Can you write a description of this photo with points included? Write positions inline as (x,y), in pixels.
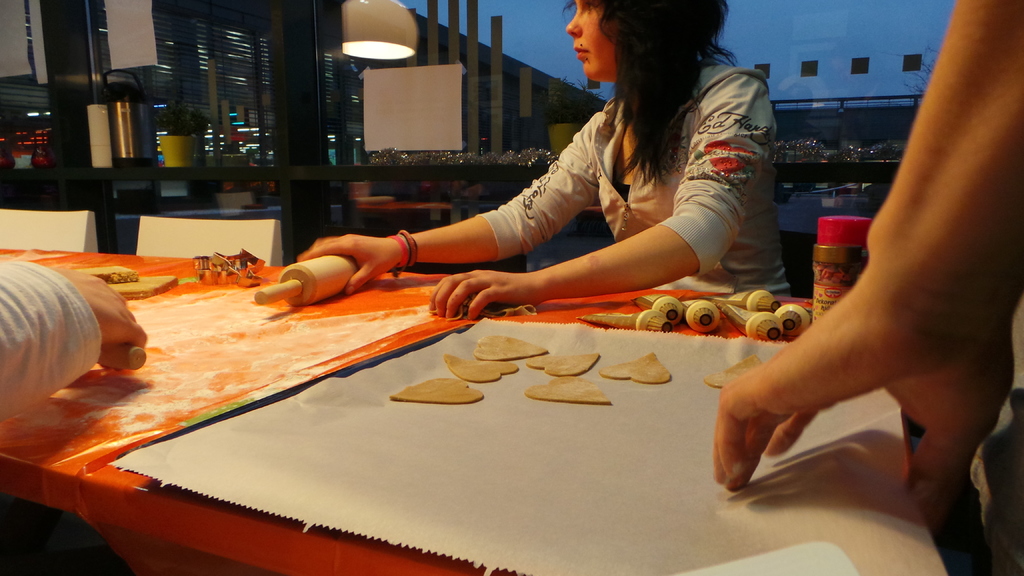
In this picture there is a woman (674,160) holding an object (330,266) in her hand (374,262). There is a bottle (842,253). There is a person (824,382) holding a sheet (457,468). There are wheat pieces (450,383). There is a person (104,330). There is a light (390,35), bottle (149,121), cap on the table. There is a building (880,102), tree (163,128) at the background (876,140).
